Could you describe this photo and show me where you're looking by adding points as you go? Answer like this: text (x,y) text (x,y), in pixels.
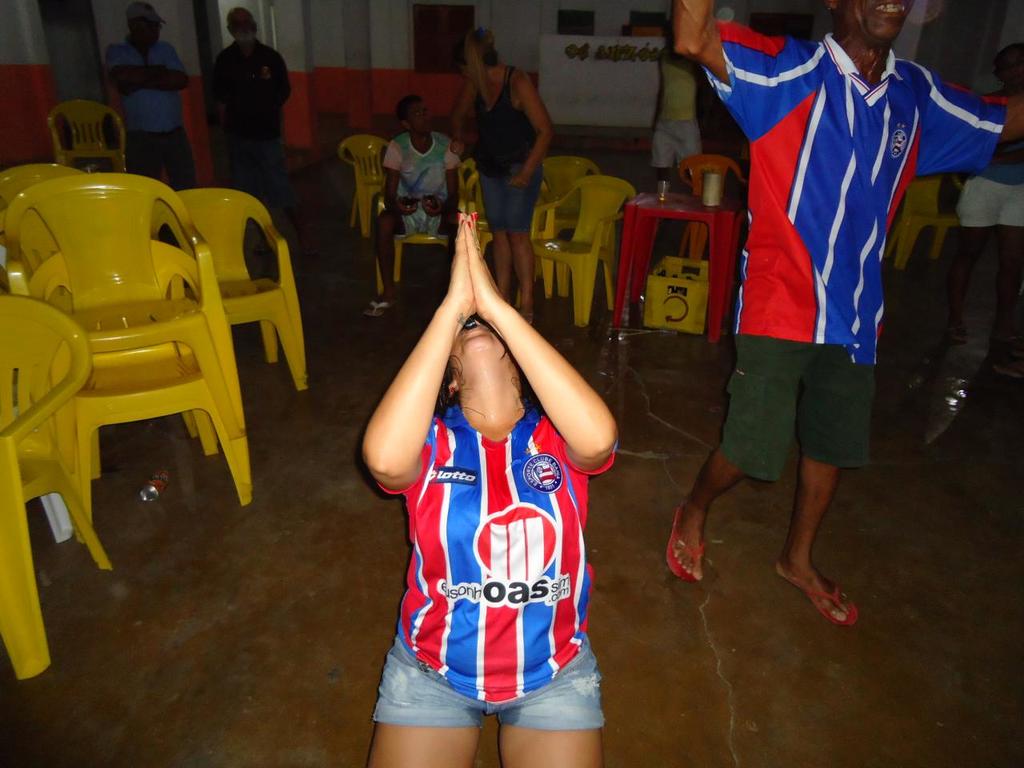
In this picture dressed in a football shirt (529,566) is pressing her hands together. In the background (179,263) we observe many chairs (213,300) and people (251,118) standing.
